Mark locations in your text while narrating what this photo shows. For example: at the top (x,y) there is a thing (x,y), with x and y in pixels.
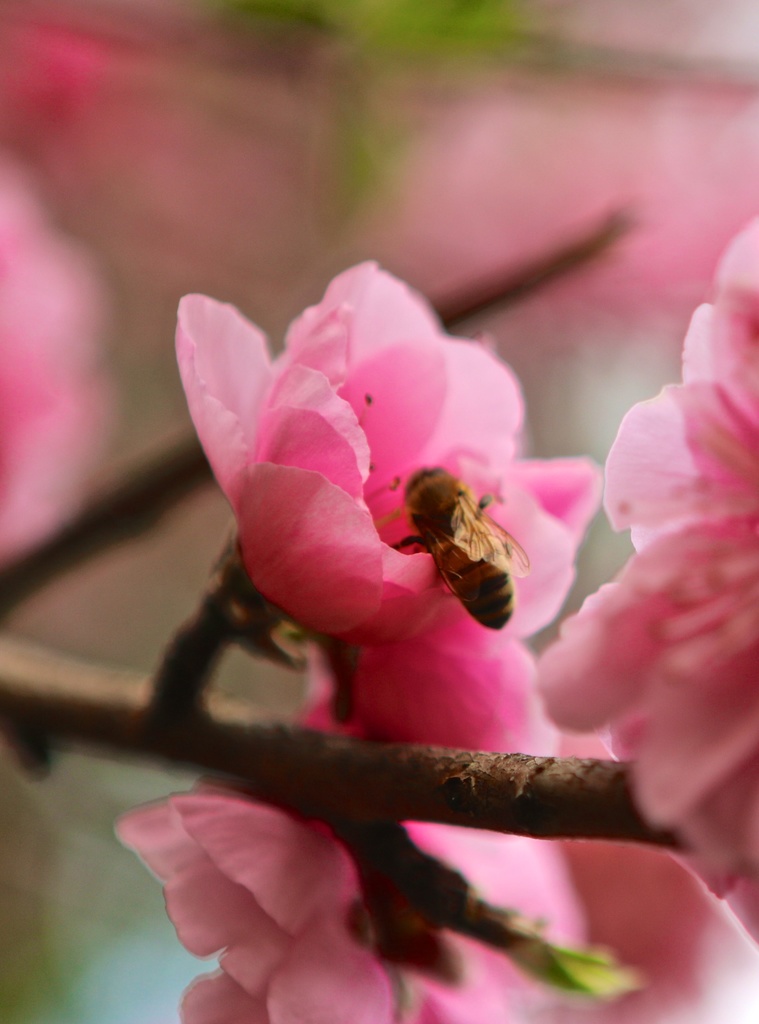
We can see insect (444,479) on a flower (453,438) and we can see pink flowers (749,614) and stem (48,676). In the background (308,253) it is blur and pink.
